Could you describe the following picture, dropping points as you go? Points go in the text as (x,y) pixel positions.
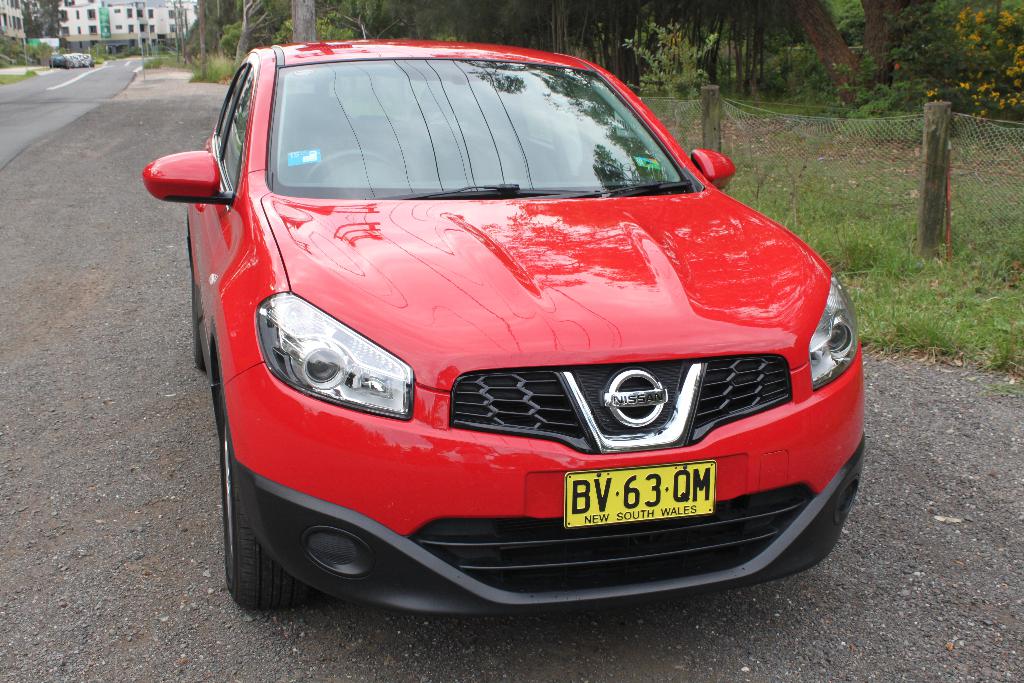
In this image in the middle (478,344) there is a car (472,303). At the bottom (187,565) there is a road (112,491). In the background (935,191) there are trees (39,35), buildings (118,38), fence (809,137), grass (915,255), plants (970,88), flowers (984,88).
